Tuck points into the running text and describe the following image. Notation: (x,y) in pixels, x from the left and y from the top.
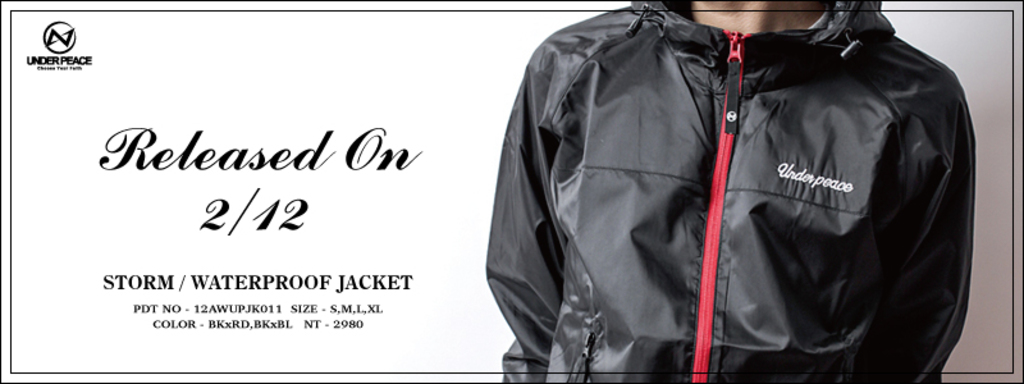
In this image I can see the person (727,190) wearing the black color jacket (742,228) and I can see the name under peace (787,174) is written on it. To the left (304,283) there is a text (247,156) written. And there is a white background (333,89).
